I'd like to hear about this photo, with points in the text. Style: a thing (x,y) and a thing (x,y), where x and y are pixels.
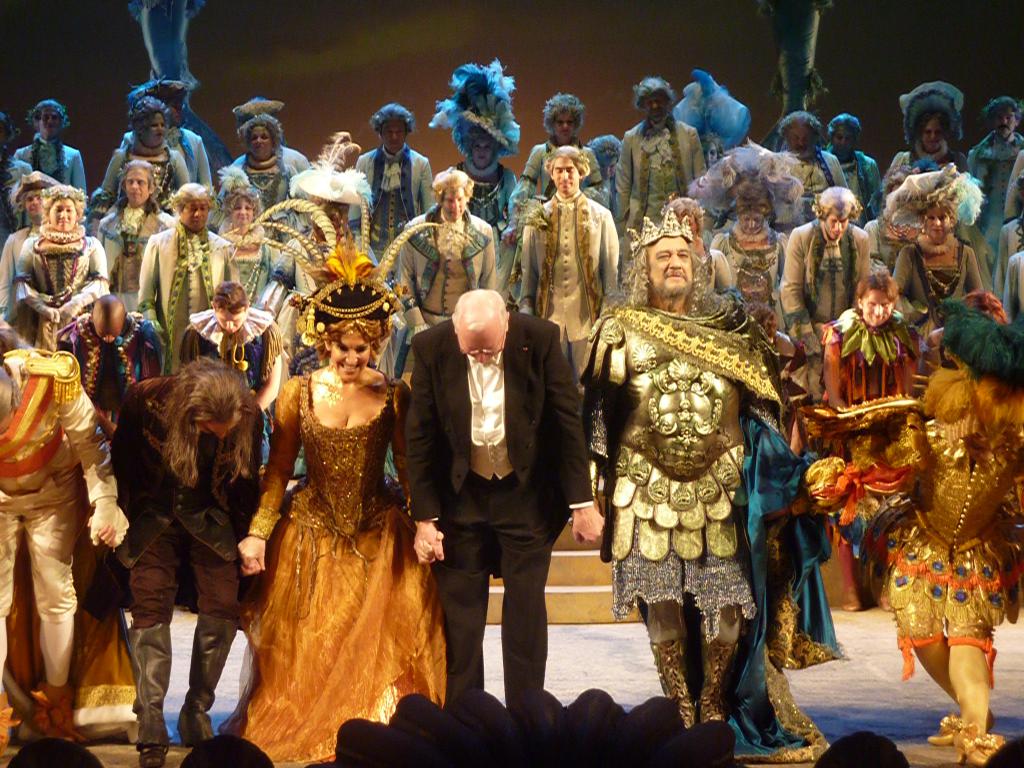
In this picture there are few persons (643,298) wearing fancy dress (707,442) and there is a person (504,427) wearing black suit (519,429) is standing in between them.
